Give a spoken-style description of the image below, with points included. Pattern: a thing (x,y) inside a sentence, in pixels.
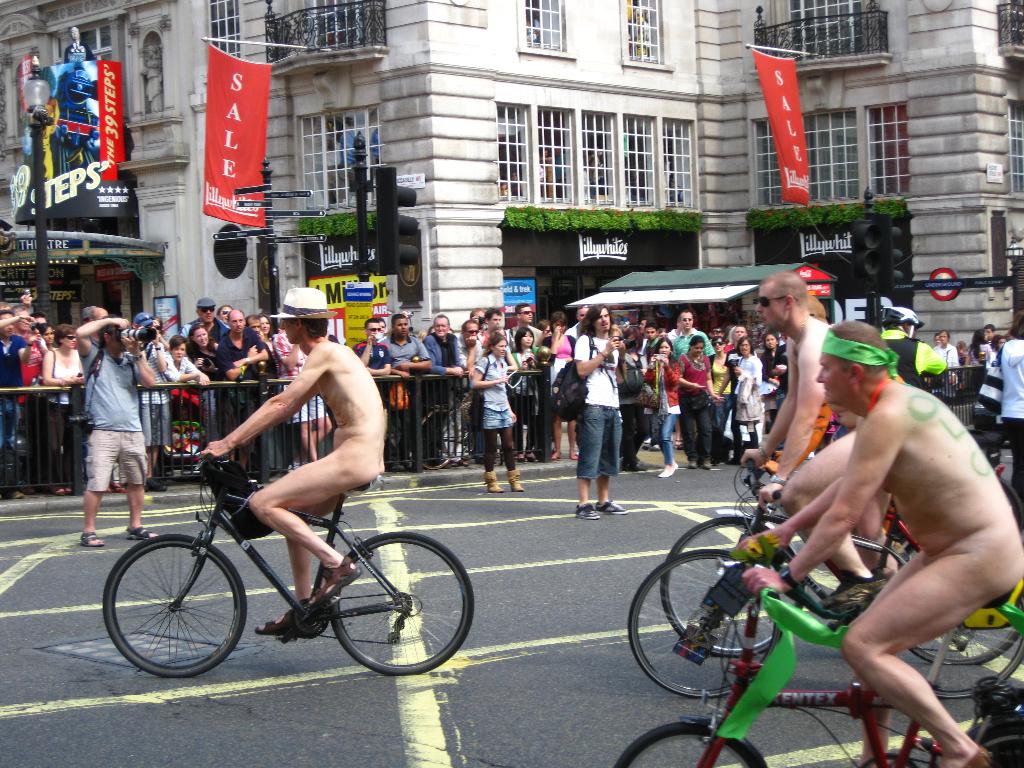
Here we can see a group of people (854,624) riding bicycle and behind them we can see people (46,320) watching them and there is a building (581,179) behind everybody and there are flags (764,66) placed here and there and at the left side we can see a man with a camera (154,337).
